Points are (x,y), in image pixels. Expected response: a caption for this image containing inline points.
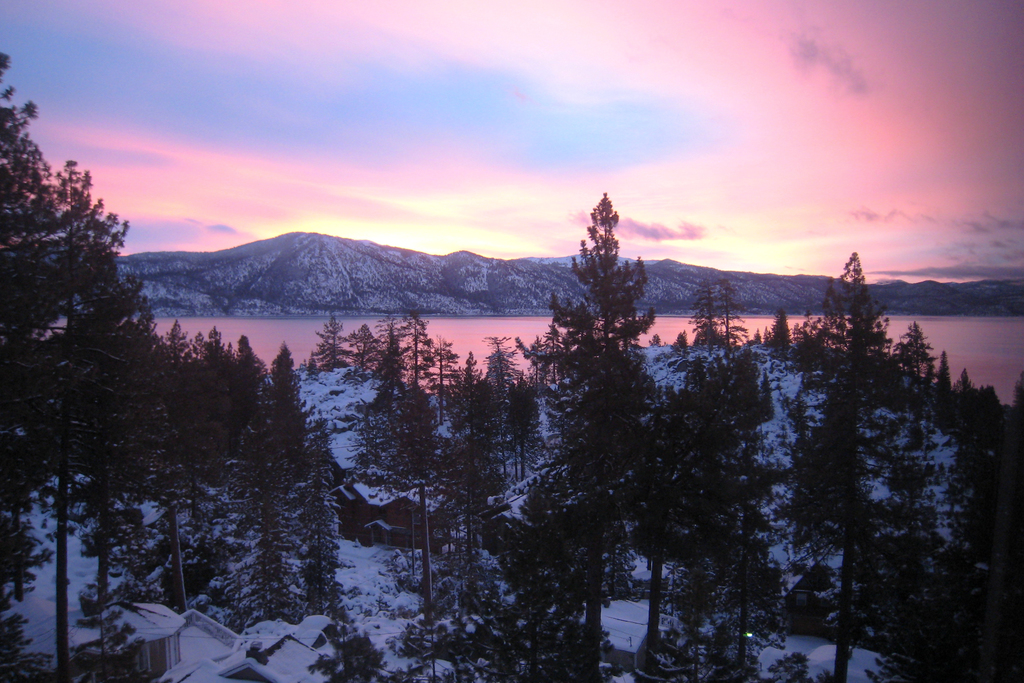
In front of the image there are trees (364,463) and houses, behind the houses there is a river (486,361), on the other side of the river (295,317) there are mountains (528,300).
